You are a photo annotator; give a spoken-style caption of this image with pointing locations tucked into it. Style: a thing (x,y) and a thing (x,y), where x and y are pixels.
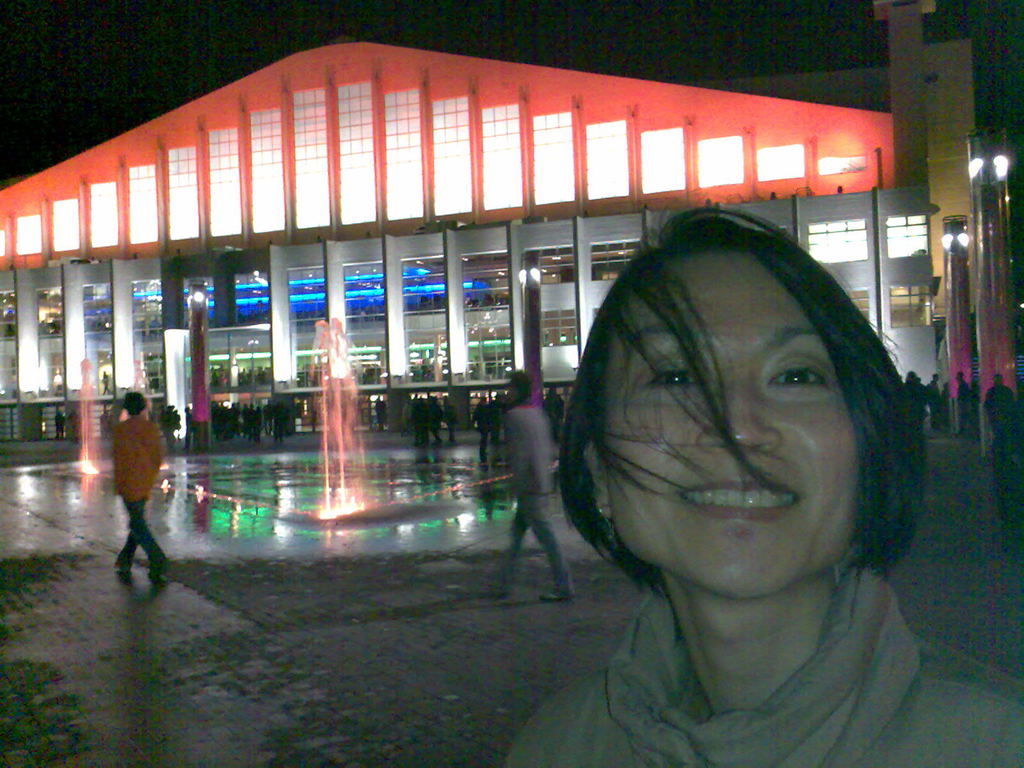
In this picture I can see a woman (715,446) smiling, and in the background (948,229) there are group of people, there are lights (956,243), water fountains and a building (678,176).
